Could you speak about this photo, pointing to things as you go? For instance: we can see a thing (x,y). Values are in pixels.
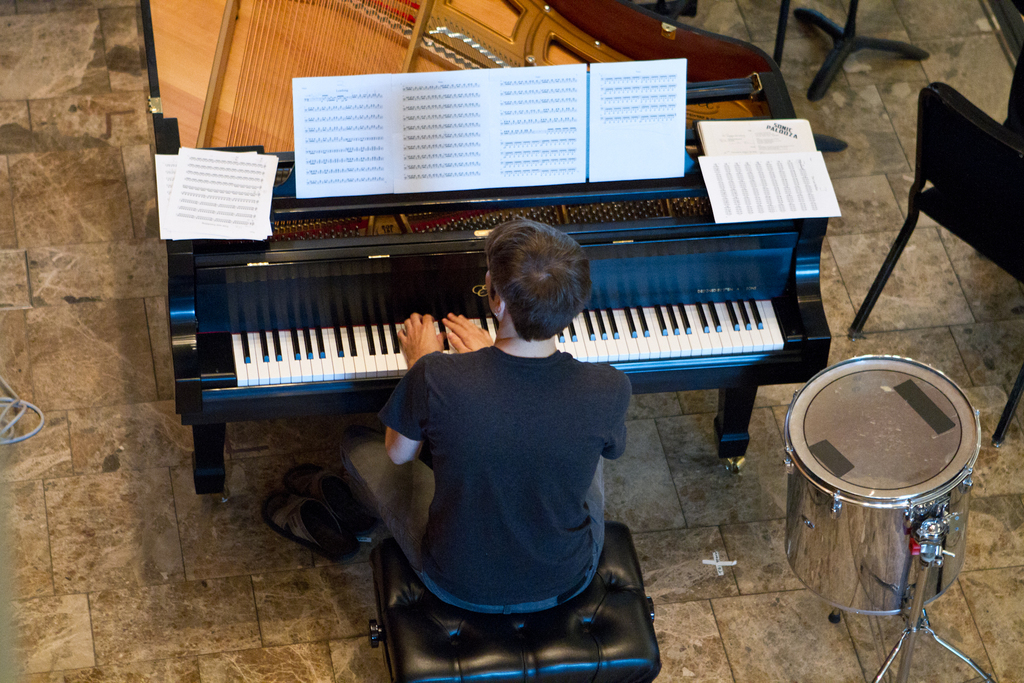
In this image we have a man (521,245) sitting in the chair (549,645) and playing the piano (409,315) by reading the book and the back ground we have drums (916,359) and chairs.
